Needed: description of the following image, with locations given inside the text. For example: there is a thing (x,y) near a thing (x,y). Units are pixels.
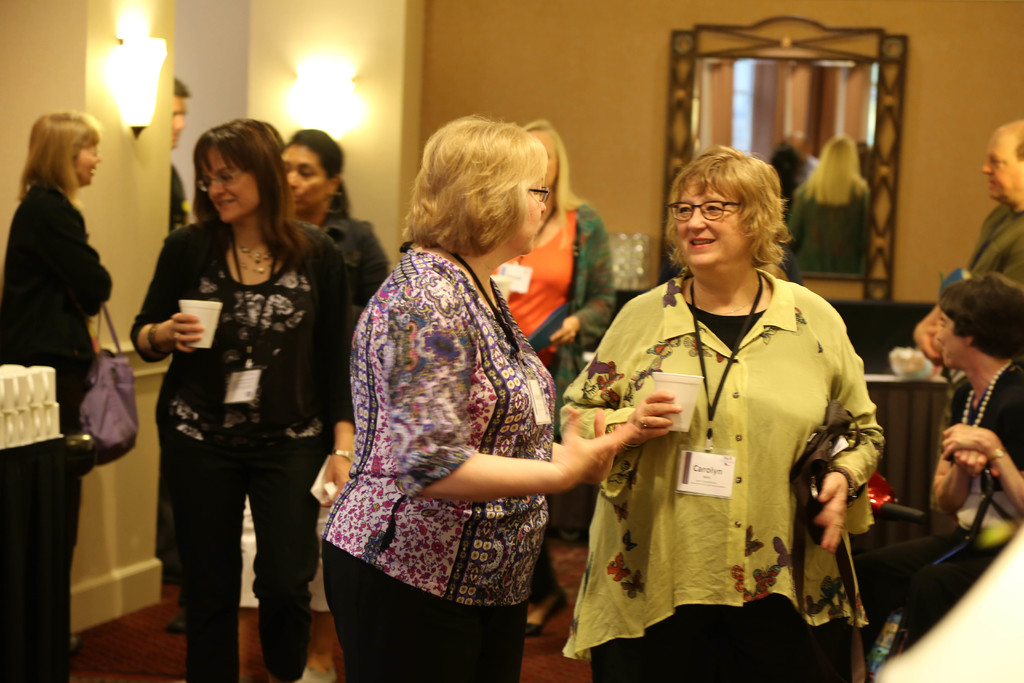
In this image we can see the women (253,279) wearing the glasses (694,205) and also holding the cups (664,380). We can also see the persons (252,334) in the background (171,291) and are standing on the floor (121,626). In the background (874,140) we can see the mirror (865,86) and also the lights (322,109) attached to the wall (638,66).
